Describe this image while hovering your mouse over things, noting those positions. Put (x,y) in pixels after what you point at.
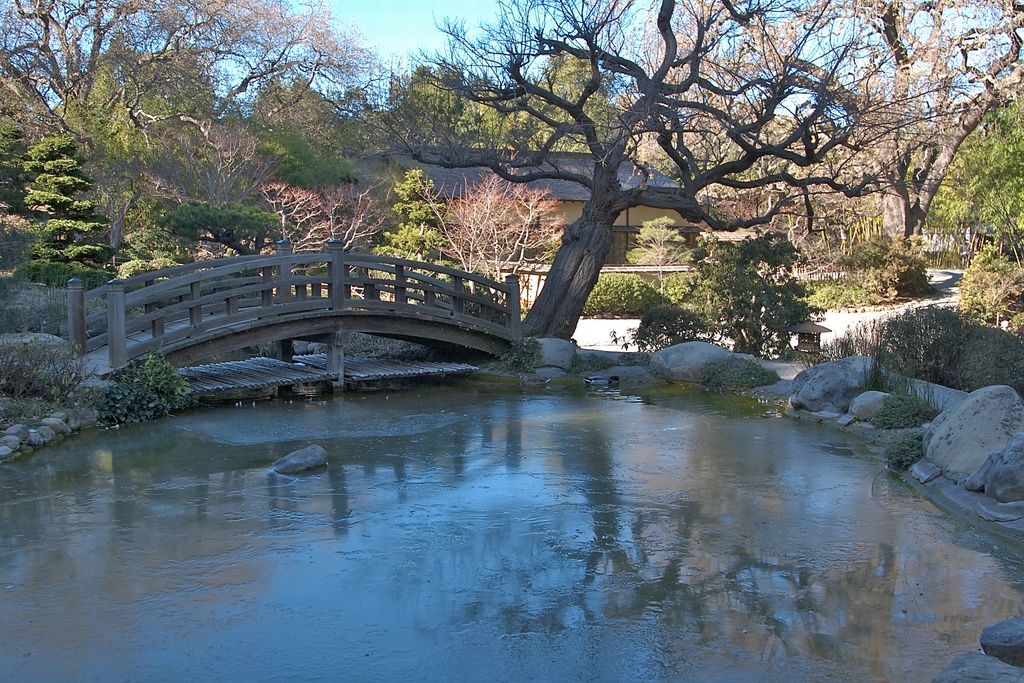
In this image we can see a foot over bridge (315,294) over the pond (398,441), rocks (1022,474), shrubs (925,360), bushes (953,376), plants (415,188), trees (607,186), buildings (398,161) and sky (302,34).
